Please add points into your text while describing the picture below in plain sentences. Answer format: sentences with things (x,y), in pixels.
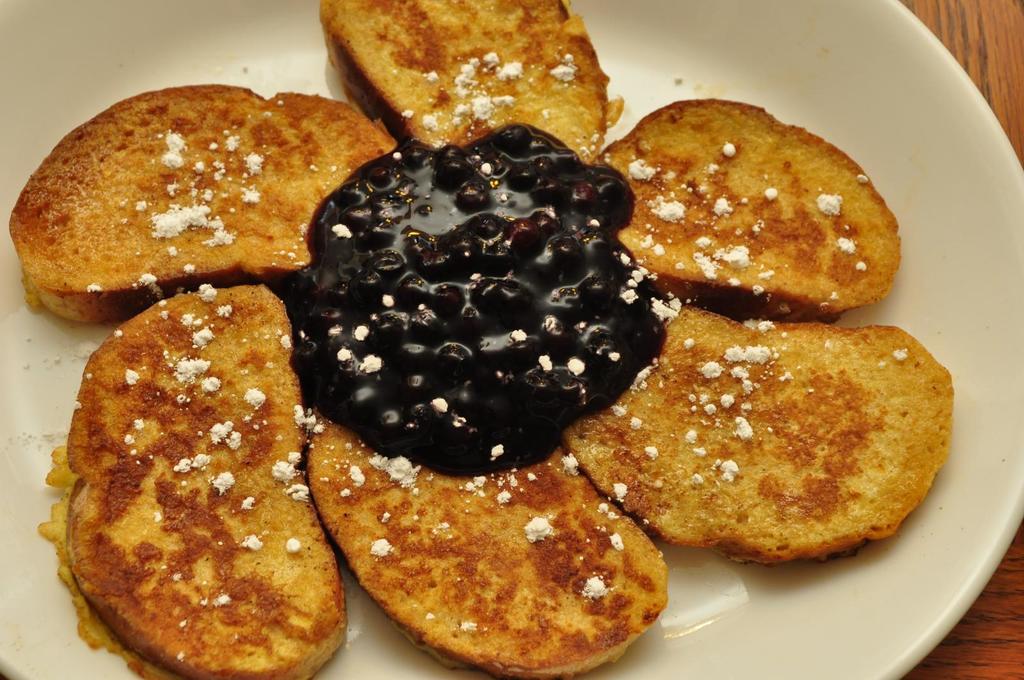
In this image I can see a plate (958,574) in which toast (136,570) and fruit jam (560,369) is there kept on the table (993,57). This image is taken may be in a room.
